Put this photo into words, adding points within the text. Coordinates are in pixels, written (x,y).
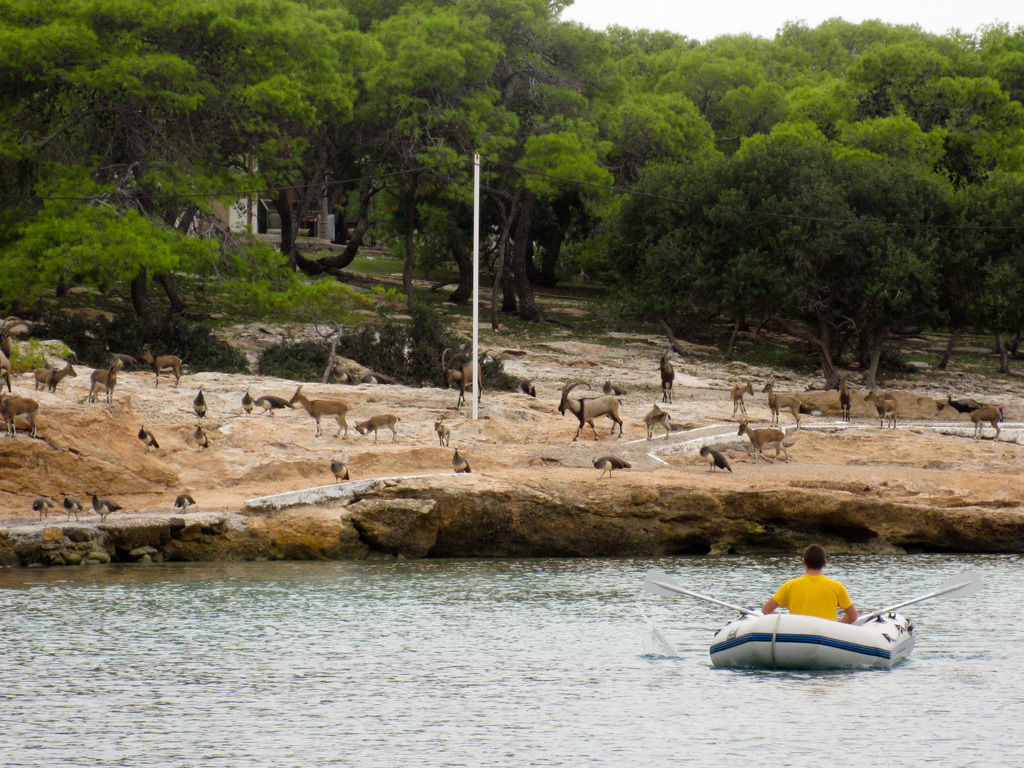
In this image at the bottom (573,622) there is a river (693,630), and in that river (947,628) there is one boat (845,636). In the boat (846,638) there is one person (828,590) sitting, and in the background (251,445) there are some animals (591,434), sand (256,464) and some trees (389,83), pole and buildings (238,219).
